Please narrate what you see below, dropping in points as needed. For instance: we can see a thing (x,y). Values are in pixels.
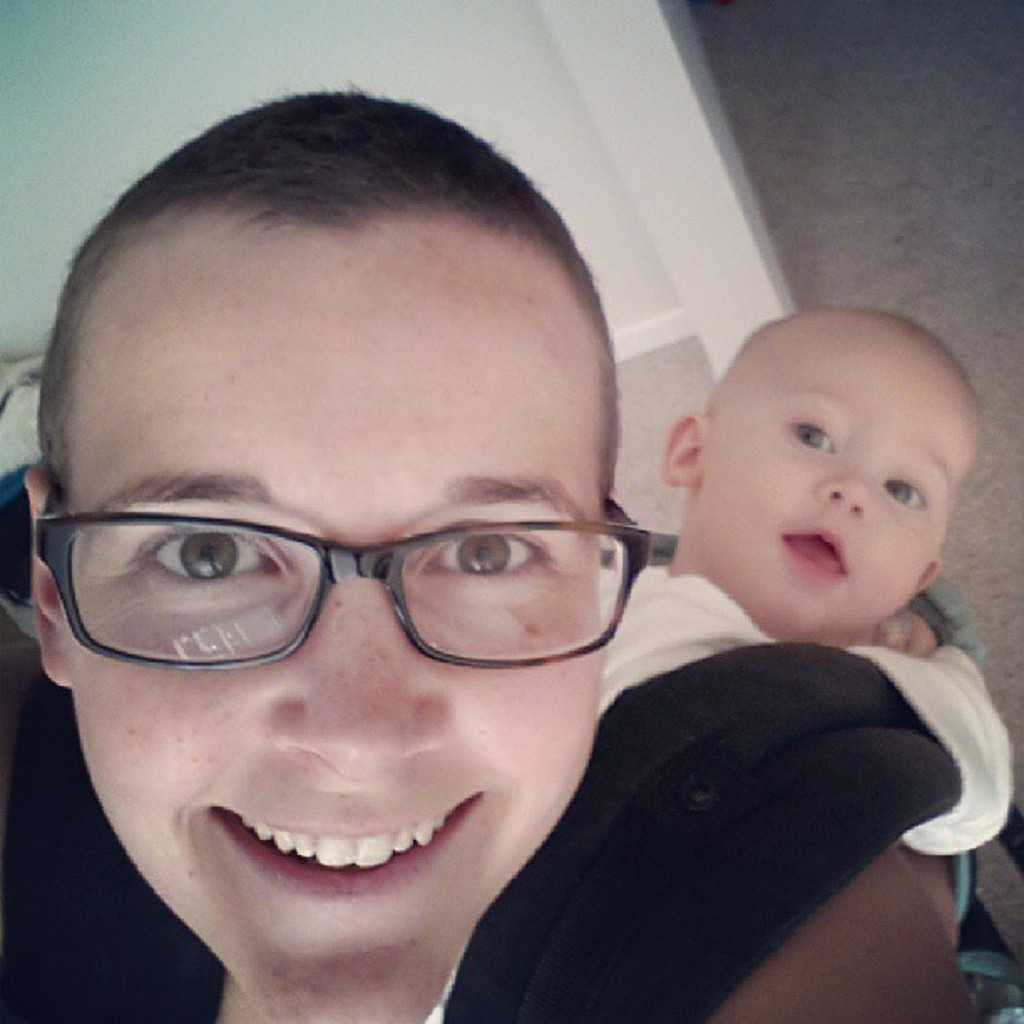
In this image we can see two persons (509,191). Behind the persons (500,293) we can see a white object (534,169).
